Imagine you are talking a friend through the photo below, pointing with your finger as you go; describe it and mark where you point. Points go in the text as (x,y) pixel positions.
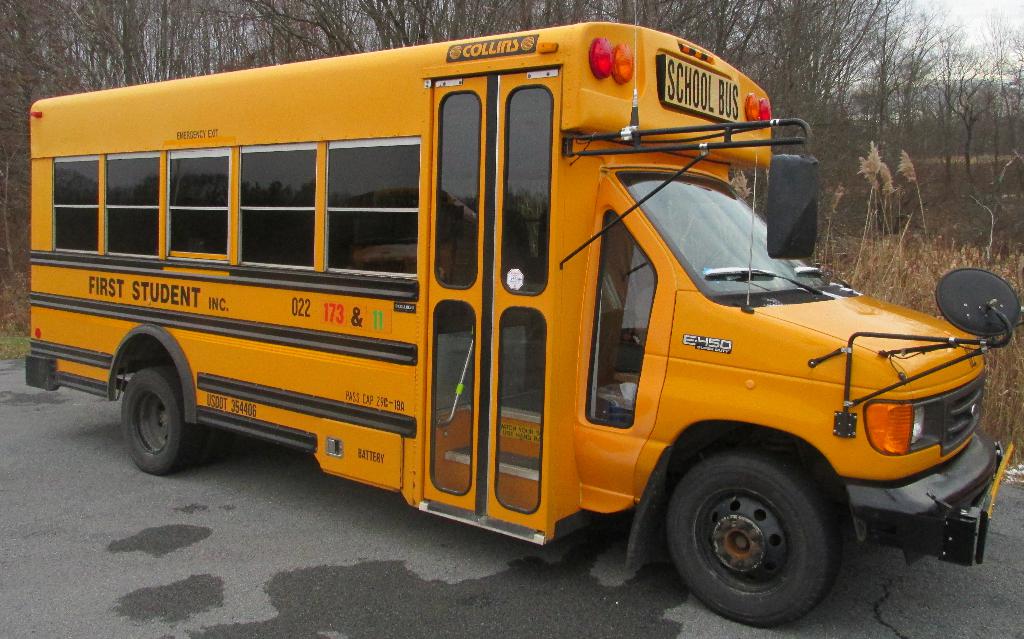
In this image, we can see a bus (441,230) which is colored yellow. There are some plants (1007,373) on the right side of the image (999,358). In the background (800,83), we can see some trees (330,30).
